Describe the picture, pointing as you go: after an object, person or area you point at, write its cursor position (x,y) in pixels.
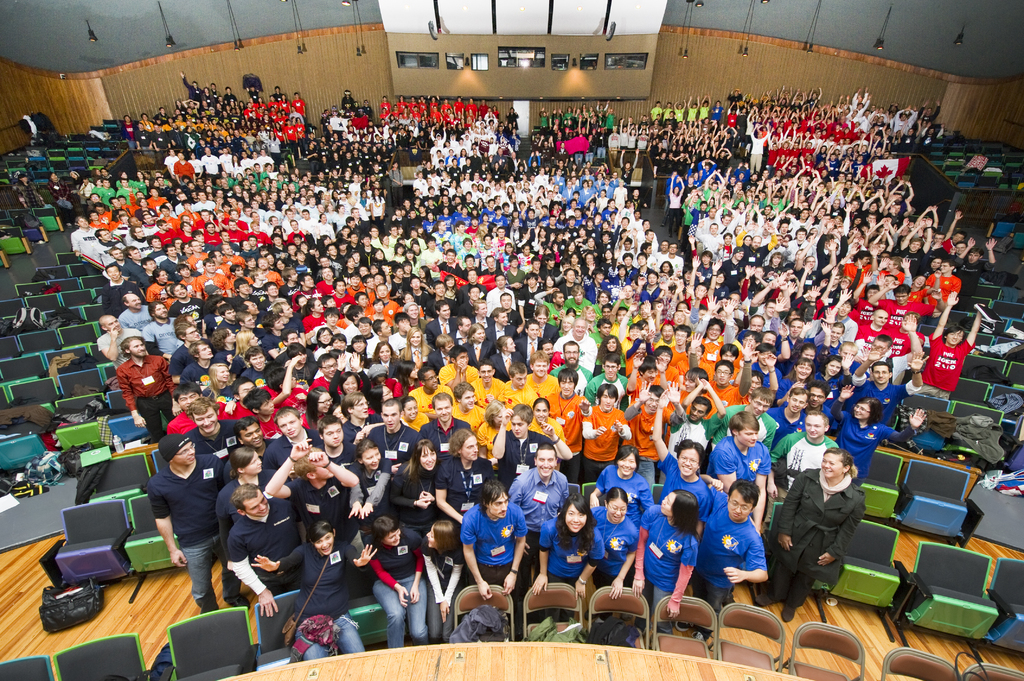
In this image we can see people (267,196), chairs (982,567). In the background of the image (245,39) there is wall (127,70), lights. At the bottom of the image (118,607) there is wooden flooring (132,615).
